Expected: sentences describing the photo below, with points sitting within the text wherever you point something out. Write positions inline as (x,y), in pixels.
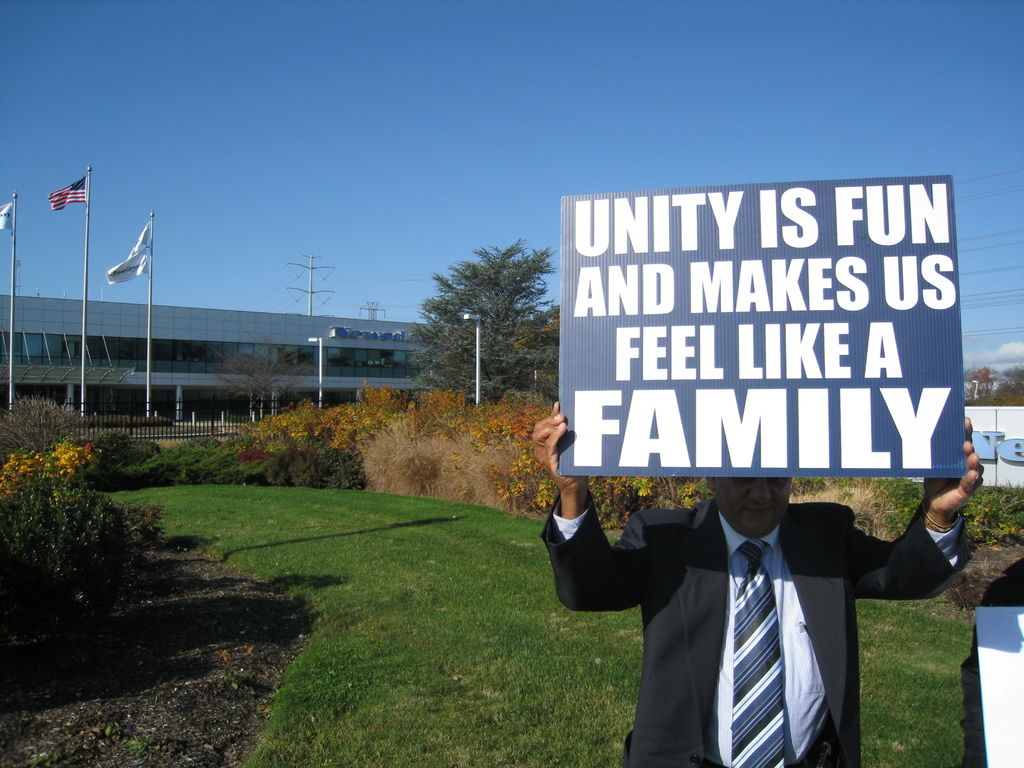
In the image we can see a man (724,621) standing, wearing clothes (710,565) and holding the board (708,362) in hands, we can even see the text (750,362) on the board (750,362). Here we can see the grass (424,595), plants (365,447) and trees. Here we can see the flags (69,187), light poles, electric poles (310,277) and electric wires (999,271). Here we can see the building (205,351), fence (149,431) and the sky (371,88).
